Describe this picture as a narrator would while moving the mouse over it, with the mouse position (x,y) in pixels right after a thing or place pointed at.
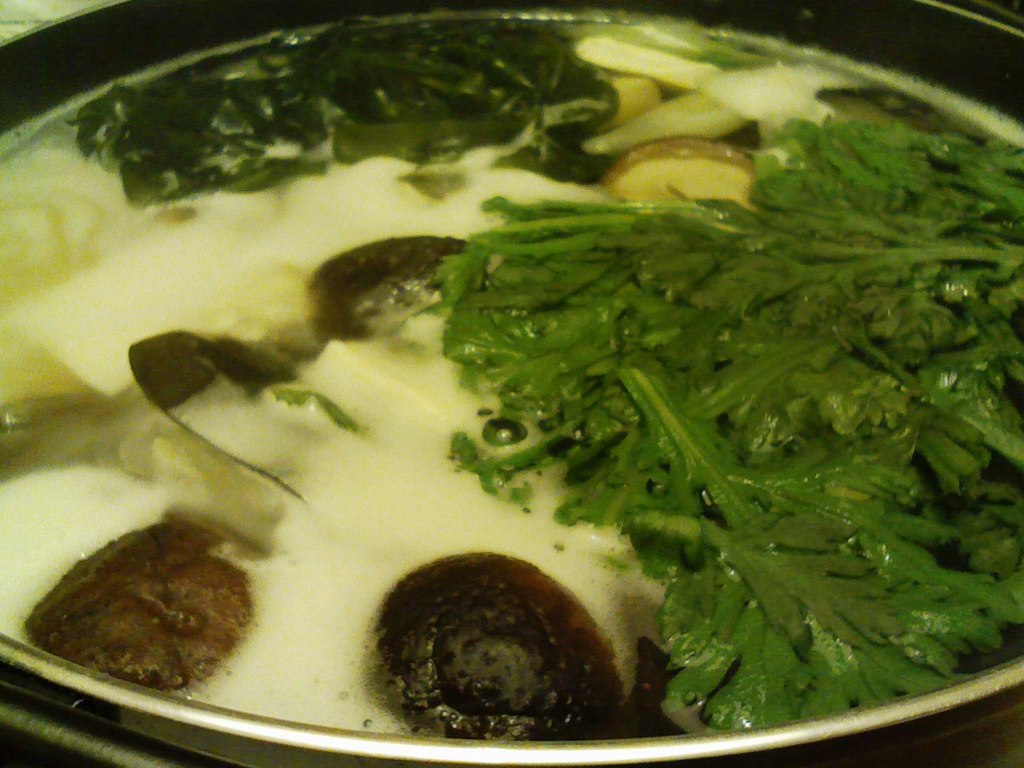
Here we can see vegetable leaves (455,37) and food (430,563) in container (929,719).
